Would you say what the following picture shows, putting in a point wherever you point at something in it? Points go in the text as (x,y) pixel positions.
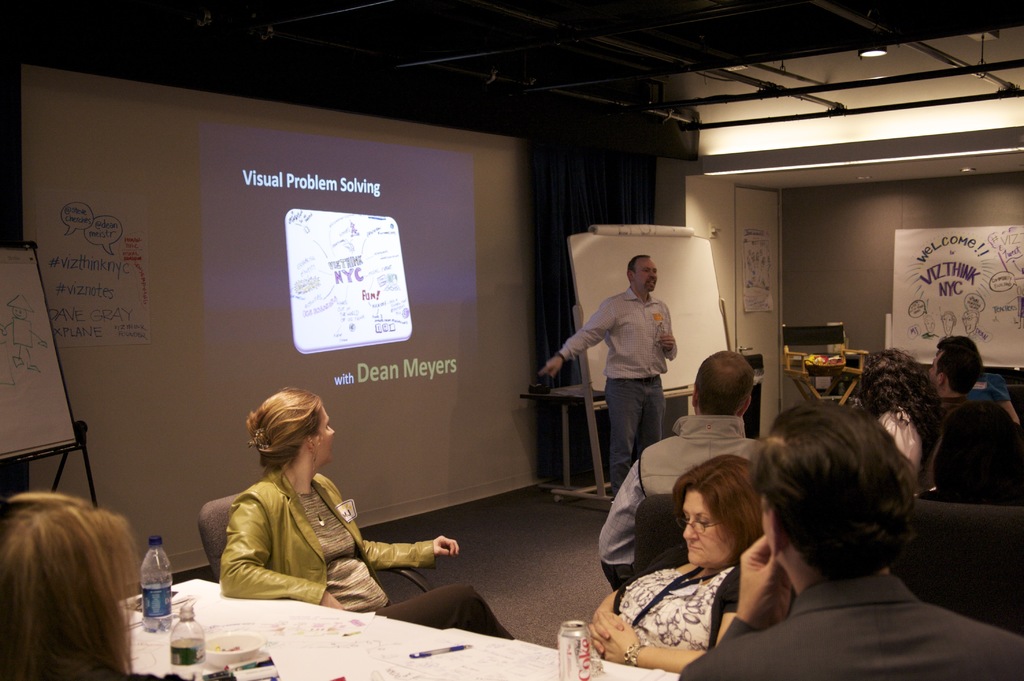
In this image there are group of people (966,636) sitting on the chairs (995,619), there are bottles (183,646), tin (582,680), bowl (216,636), papers (420,631), pen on the table (215,619), and at the background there are boards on the stand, screen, lights (775,171), a person (619,316) standing, carpet (567,611).
